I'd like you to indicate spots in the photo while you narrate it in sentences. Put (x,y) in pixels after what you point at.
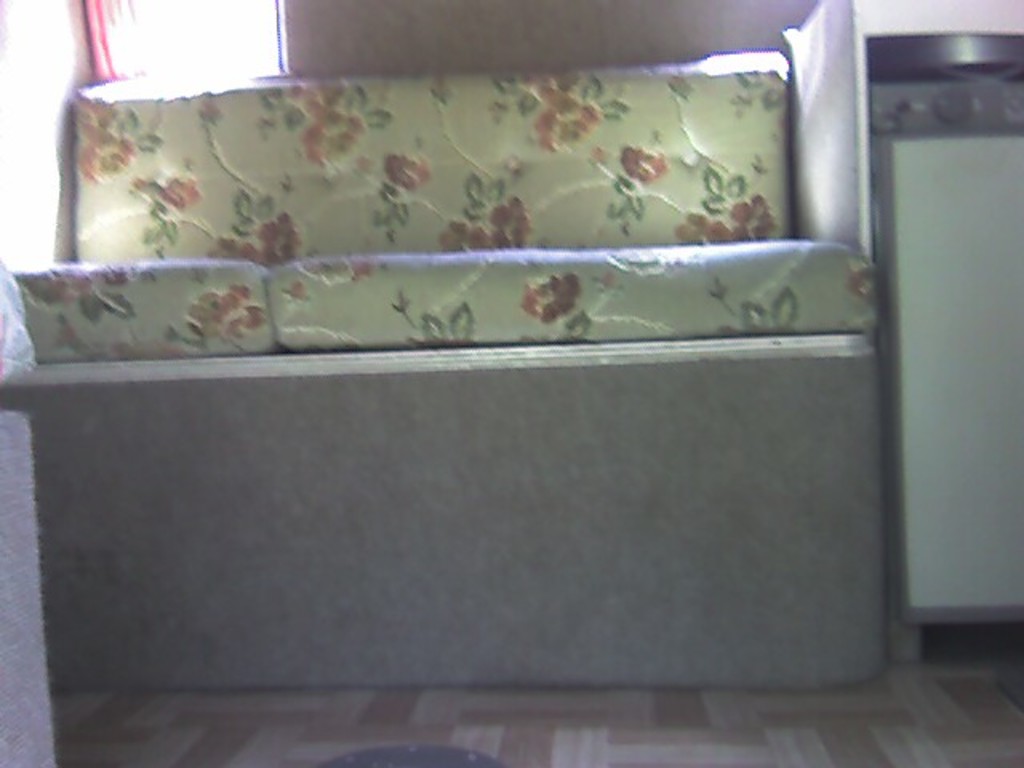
In this image there is a sofa (566,192). On the right side (949,135) there is a stove (973,94). In the background (97,24) there is a curtain (103,39).
